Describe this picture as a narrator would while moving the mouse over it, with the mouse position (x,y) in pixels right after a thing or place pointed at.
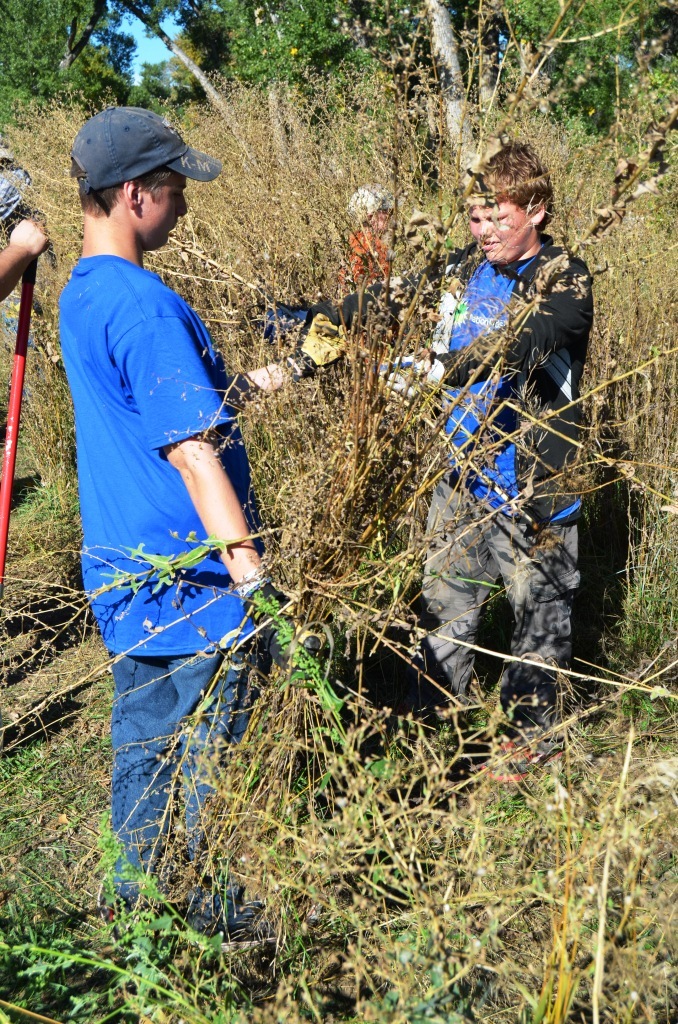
In this image we can see people (286,316) standing on the ground (279,902), plants (291,265), trees (322,53) and sky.
